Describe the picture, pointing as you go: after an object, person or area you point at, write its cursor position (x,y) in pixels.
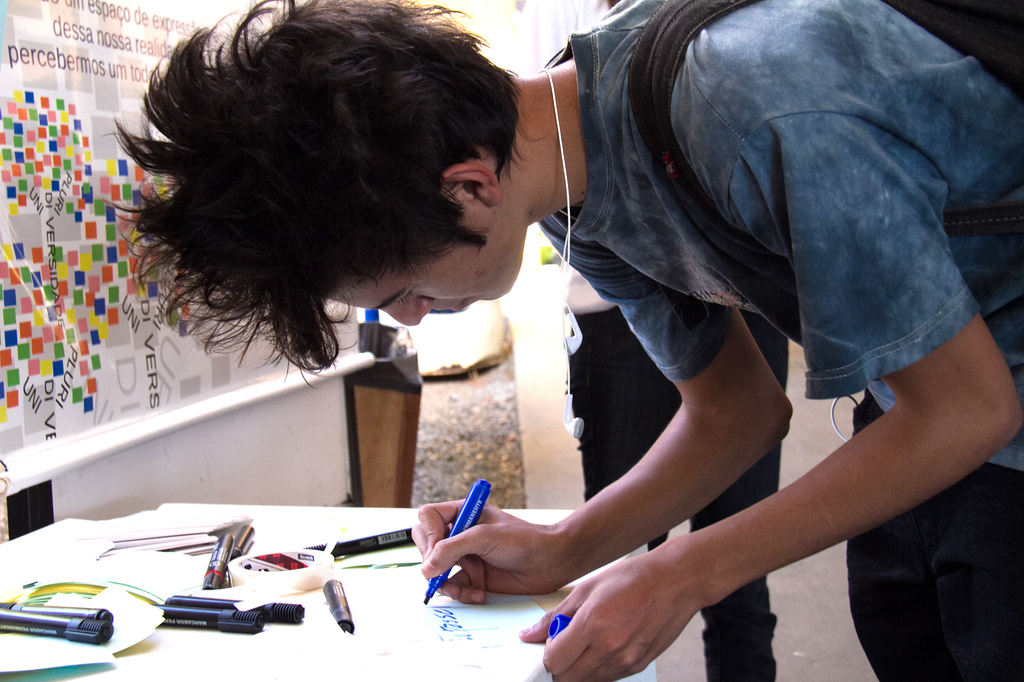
In this image, we can see a person (348,116) wearing a bag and earphones (566,284) and there is a marker (474,516) and a cap (561,629) in his hands (511,563). In the background (580,359), there is another person (620,413) and we can see boards (115,312) and a wall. At the bottom (209,625), there is table (371,615) and we can see markers (170,597), papers (182,553) and some other objects (320,587) on it and there is floor (467,437).
